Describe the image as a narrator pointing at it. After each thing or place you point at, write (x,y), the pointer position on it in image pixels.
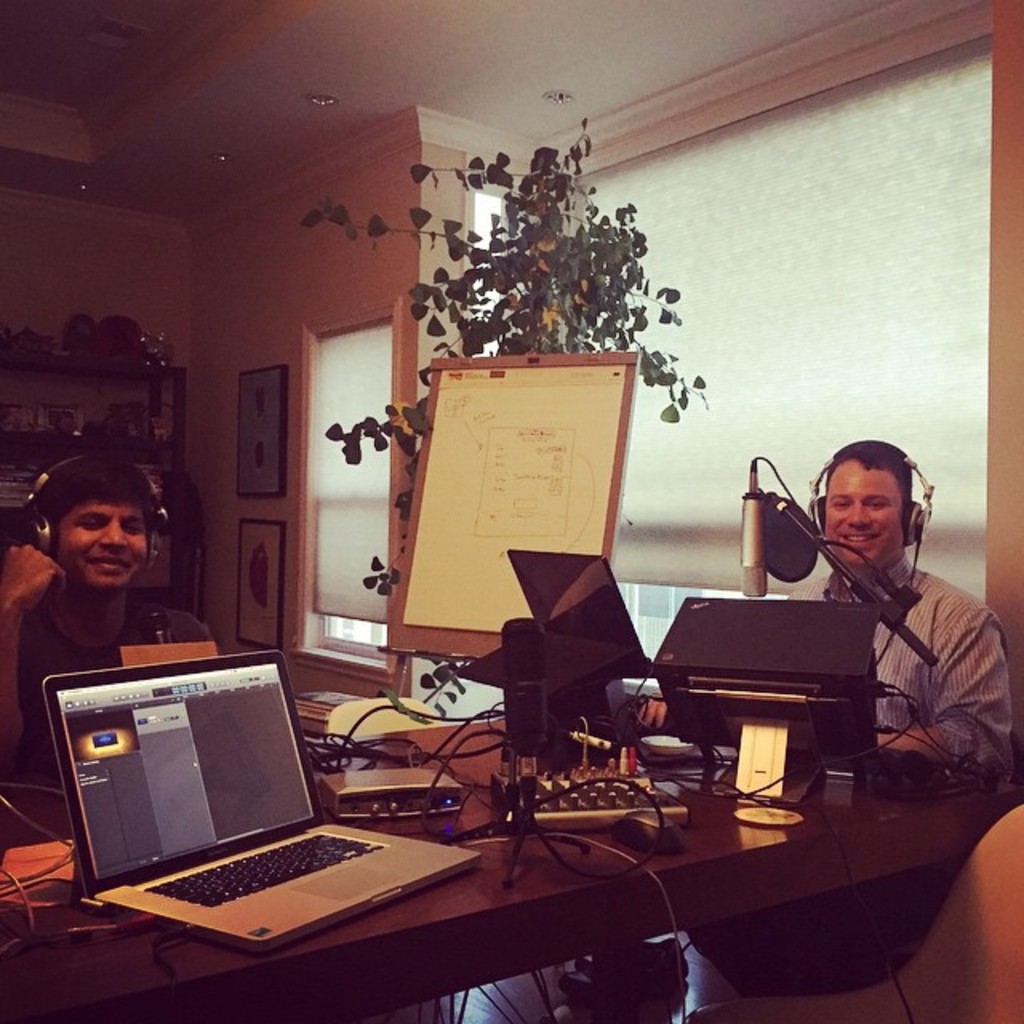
In the image there are two men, they are wearing headset (158,530), there is a table (546,892) in front of them, there is a laptop (300,760) and few other gadgets (605,767) on the table (466,767), to the left side of first man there is a notice board (454,471), behind it there is a tree (554,270), to the left side (270,560) there is a wall (223,496) and some posters (258,528) to the wall (270,501) in the background (676,348) there is a window (769,308).
